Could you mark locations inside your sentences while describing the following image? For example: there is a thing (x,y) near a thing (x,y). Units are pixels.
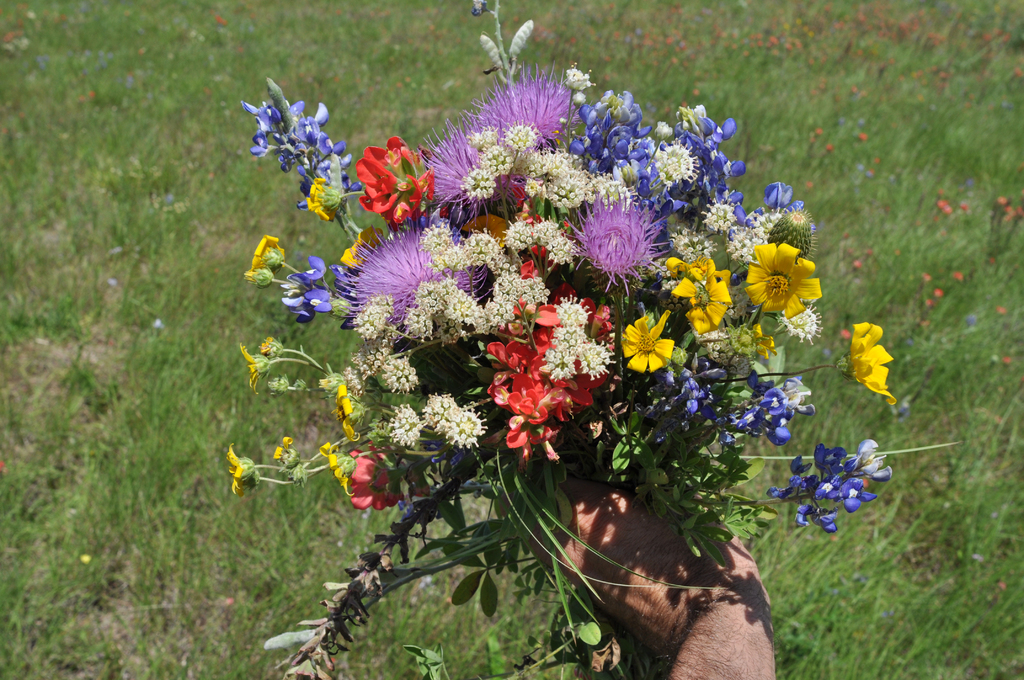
In this image we can see a person's hand (582,549) holding some flowers (655,257) and there is some grass (309,350) on the ground (65,253).
